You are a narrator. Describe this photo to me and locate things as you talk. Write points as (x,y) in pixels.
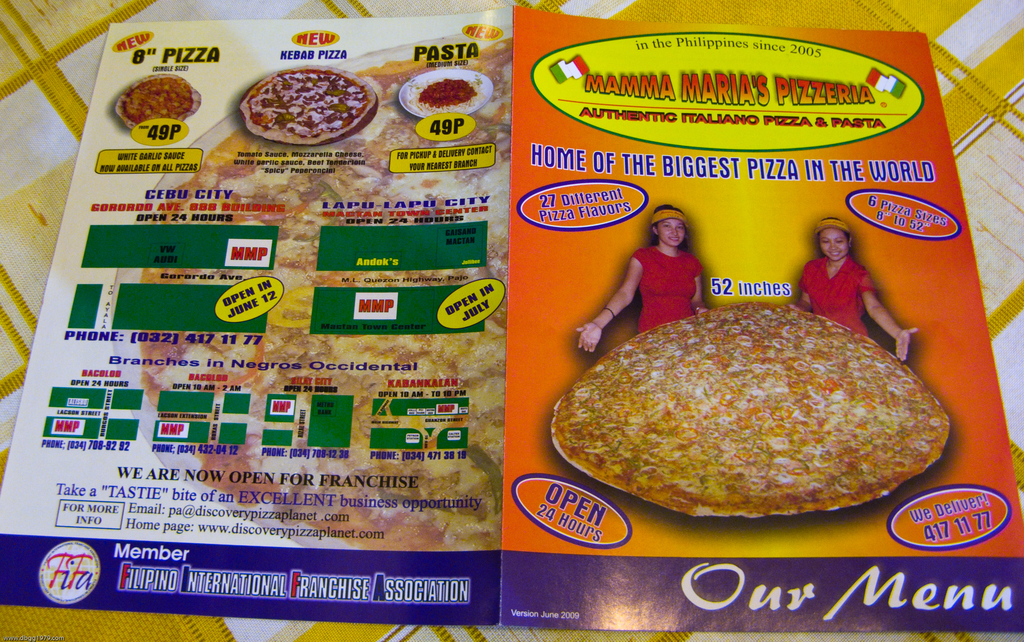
In this image two posters (533,302) are on the cloth (968,189). Right side poster (795,305) is having images (679,259) of two persons (641,289). Before them there is a pizza (792,443). Left side poster (298,214) is having images (255,109) of pizzas (271,110) and some text (277,360) on it.
